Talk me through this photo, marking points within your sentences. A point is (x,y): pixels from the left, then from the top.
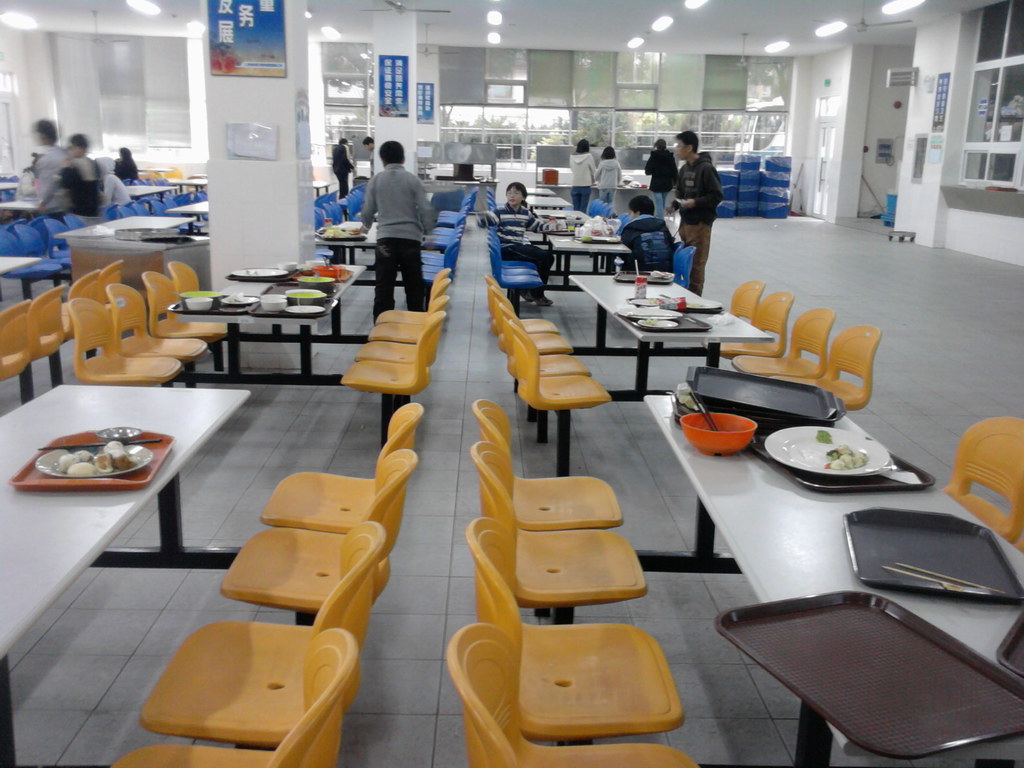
In this image there are tables (182,425) and chairs (502,546). On the tables (196,424) there are plates (843,442), bowls (731,421) and bottles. There is food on the plates (639,315) and in the bowls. There are many people (574,178) standing near the tables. In the background (533,85) there are glass windows (512,108) to the wall (817,77). In the center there are pillars (282,100). There are small boards (271,56) with text (394,85) on the pillars (409,99). There are lights (499,18) to the ceiling (609,28).
